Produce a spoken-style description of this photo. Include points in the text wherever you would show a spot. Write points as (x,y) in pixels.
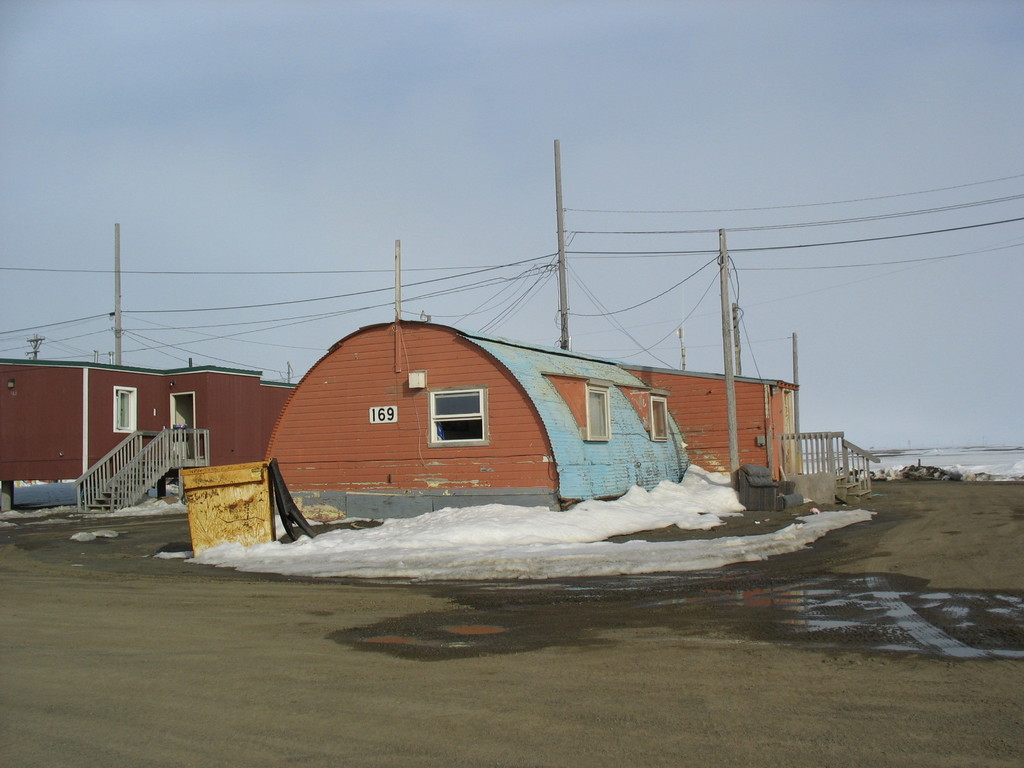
In this picture we can see ground (523,682), houses (508,401), poles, wires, windows (593,391), railings (140,479) and objects (191,475). In the background of the image (896,375) we can see the sky (911,387).
